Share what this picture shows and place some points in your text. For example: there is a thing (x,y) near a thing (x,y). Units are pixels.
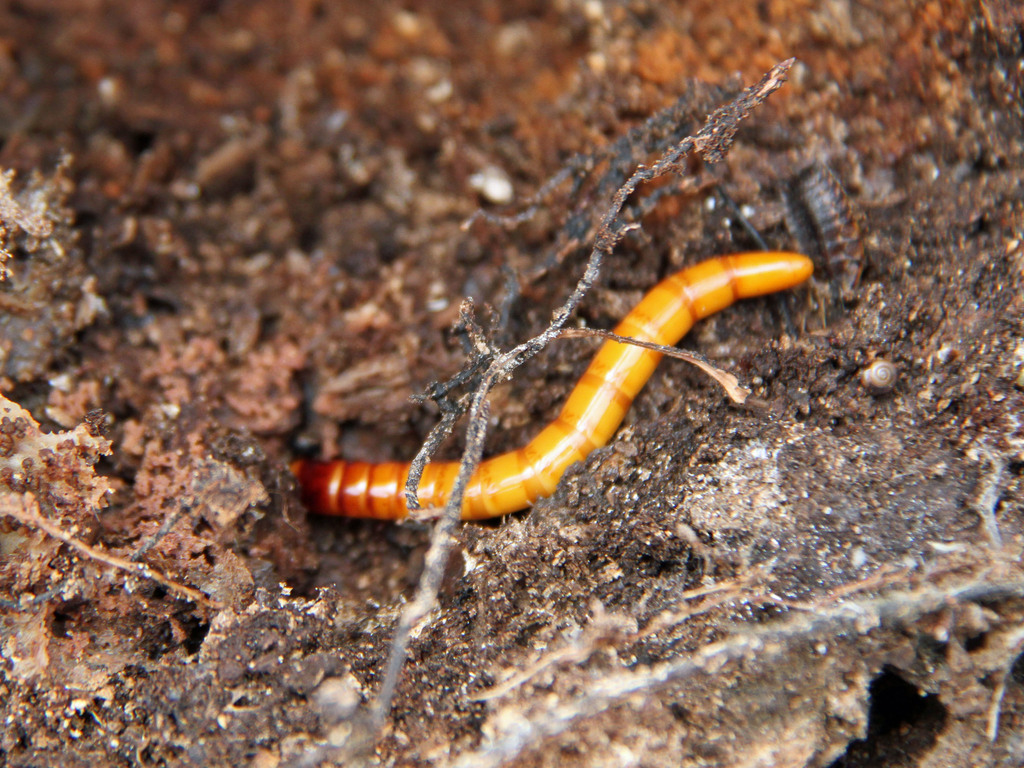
In this image, we can see worm (504,463) in the ground (464,524).
